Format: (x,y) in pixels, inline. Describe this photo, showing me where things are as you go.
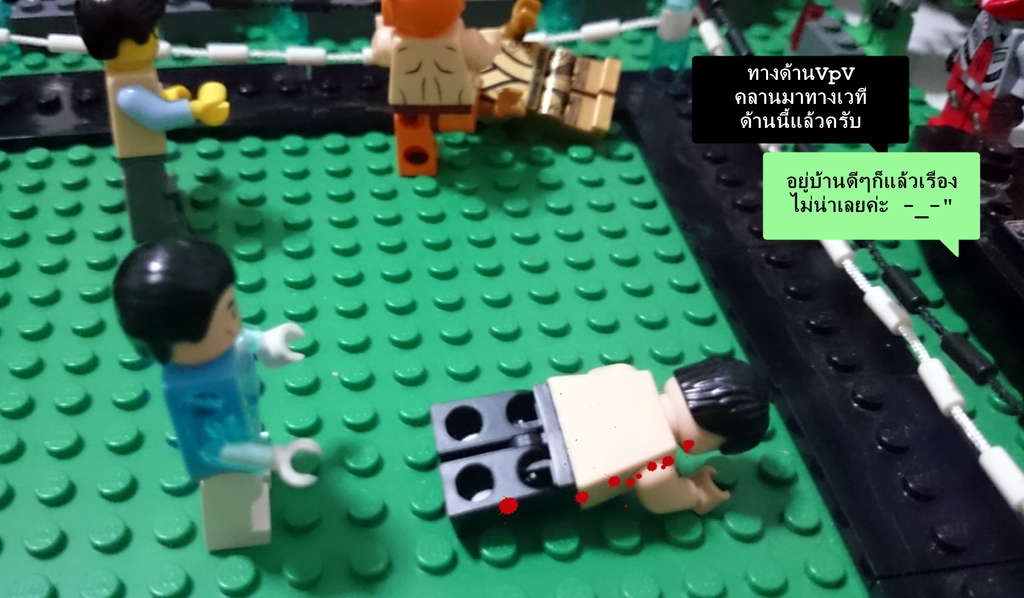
In this image there are few toys (740,403). Right side (816,81) there is some text (785,220).
